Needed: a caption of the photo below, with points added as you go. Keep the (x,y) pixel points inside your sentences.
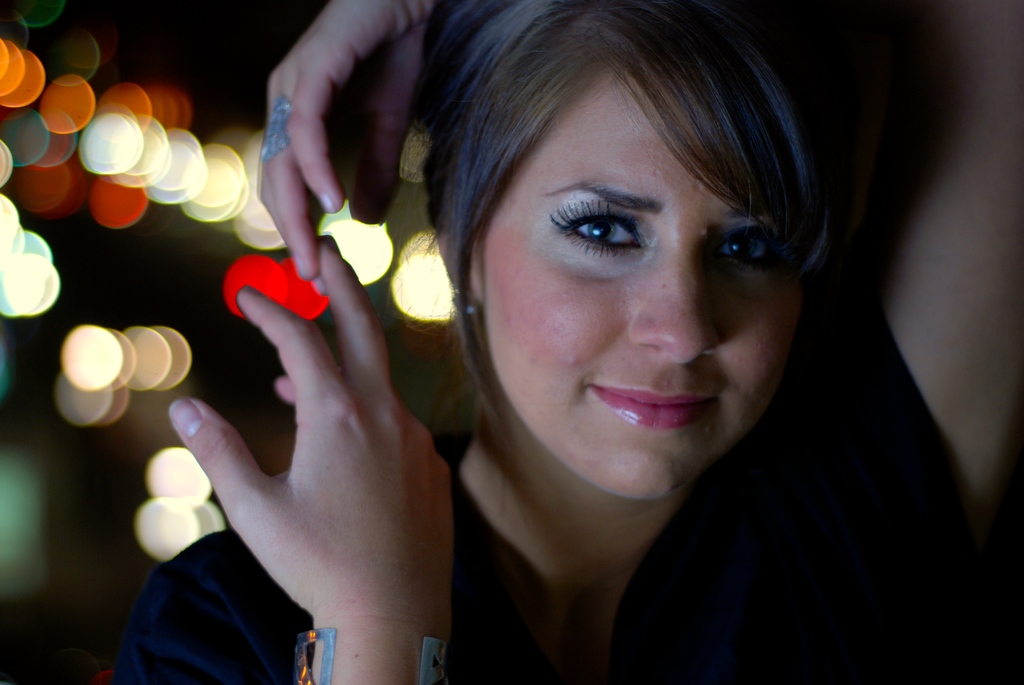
In this image we can see there is a person (607,475) standing. And at the back (234,288) it looks like a blur.
